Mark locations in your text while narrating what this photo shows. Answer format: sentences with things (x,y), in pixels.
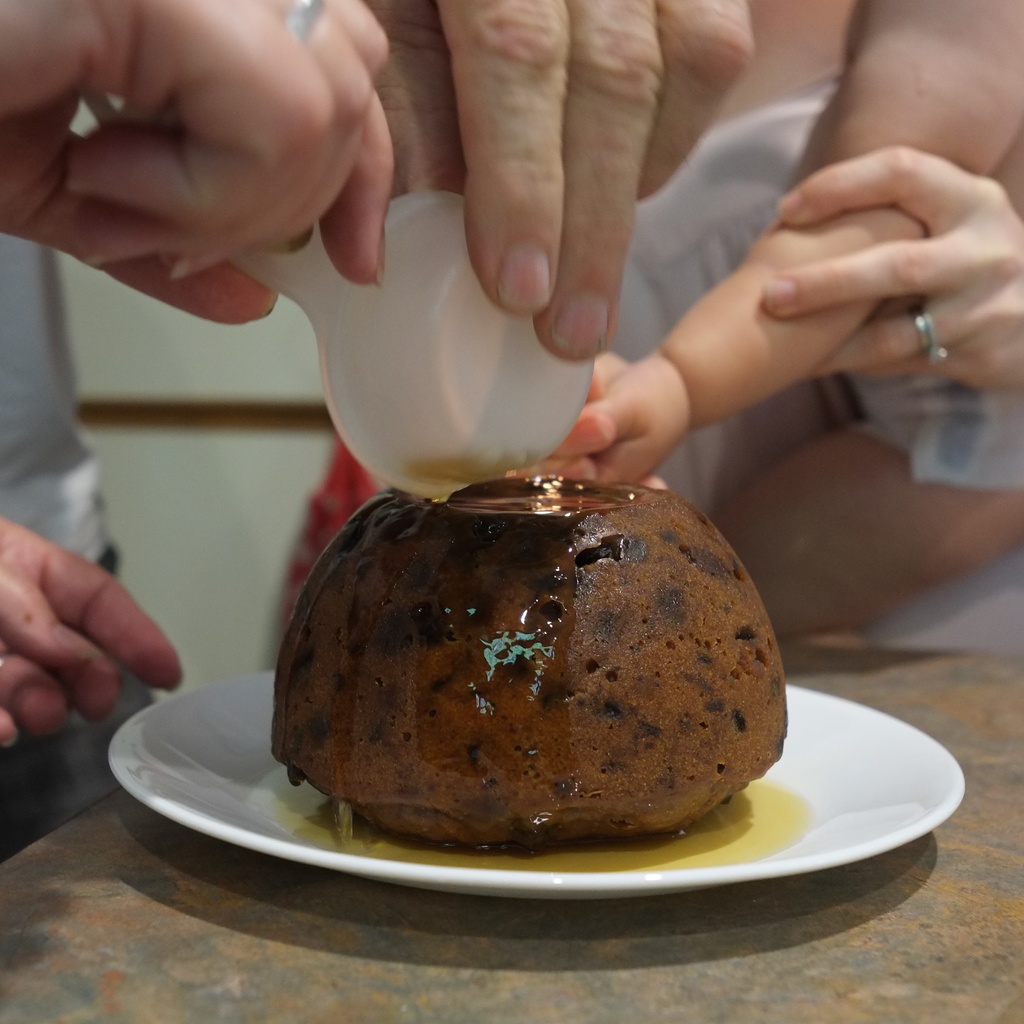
In this image there is some food (482,619) on the plate (204,795) which is on the table (836,933). Few persons (334,209) are holding the spoon (398,367) and keeping it on the food (441,589). A person (843,360) is holding the hand (794,270) of a kid (764,284).
